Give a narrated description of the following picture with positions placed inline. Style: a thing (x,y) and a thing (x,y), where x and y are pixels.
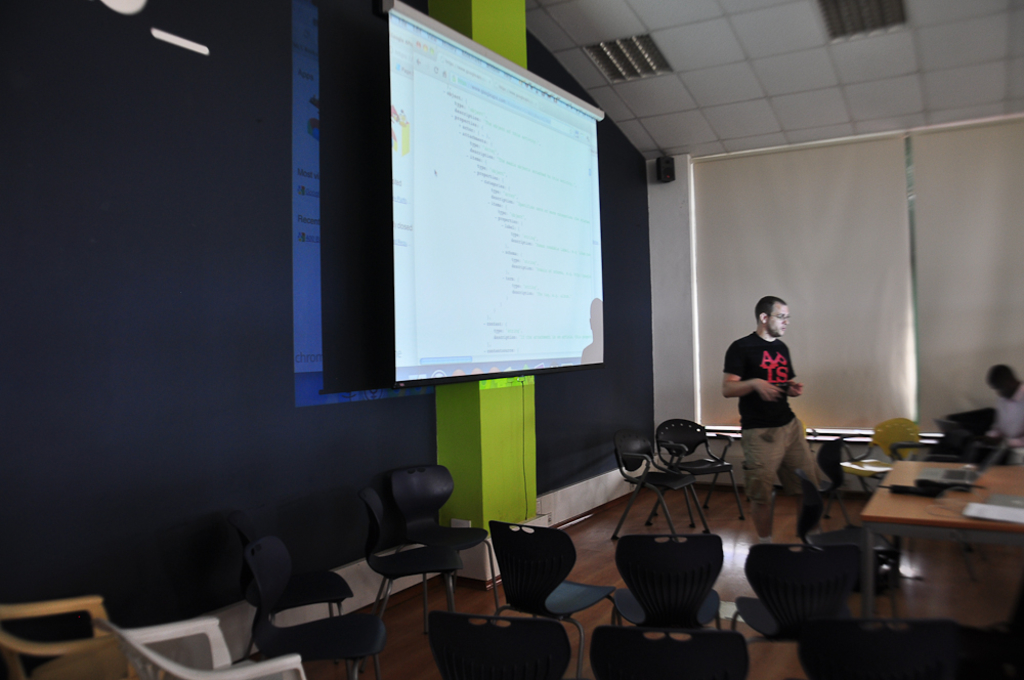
In this image there are chairs (798,580). There is a table (1002,532). On top of it there is a laptop (953,470) and there are a few other objects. In the background of the image (779,183) there are windows (993,175) with curtains (896,224). There is a screen (484,244). In front of the screen (502,346) there is a person (781,477) standing on the floor (773,662). Behind the screen (407,225) there is a wall (201,298). In the center of the image (518,450) there is a pillar (499,469). On top of the image (846,43) there are lights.
